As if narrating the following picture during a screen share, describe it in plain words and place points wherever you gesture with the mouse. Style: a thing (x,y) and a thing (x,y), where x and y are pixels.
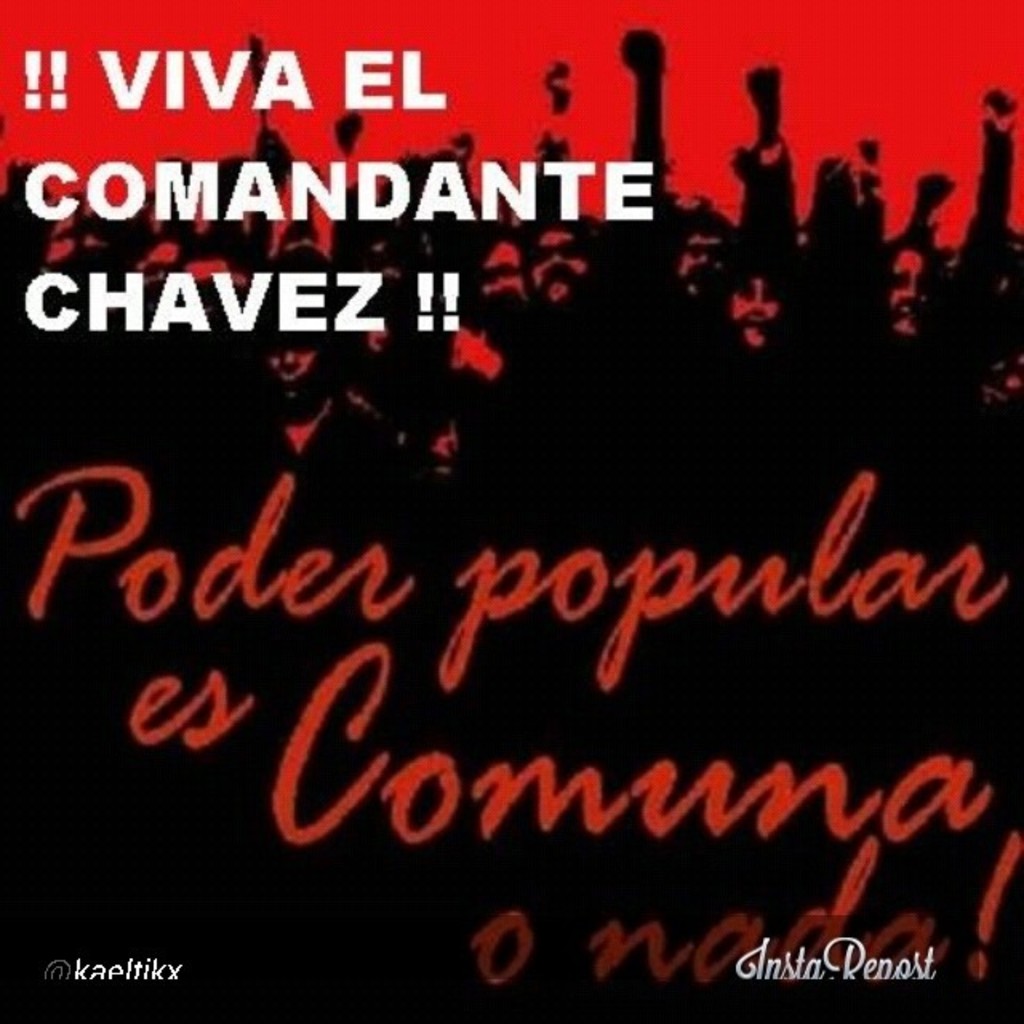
In the picture there is a poster (724,716) with the text (200,605), there are people (613,261) present.
